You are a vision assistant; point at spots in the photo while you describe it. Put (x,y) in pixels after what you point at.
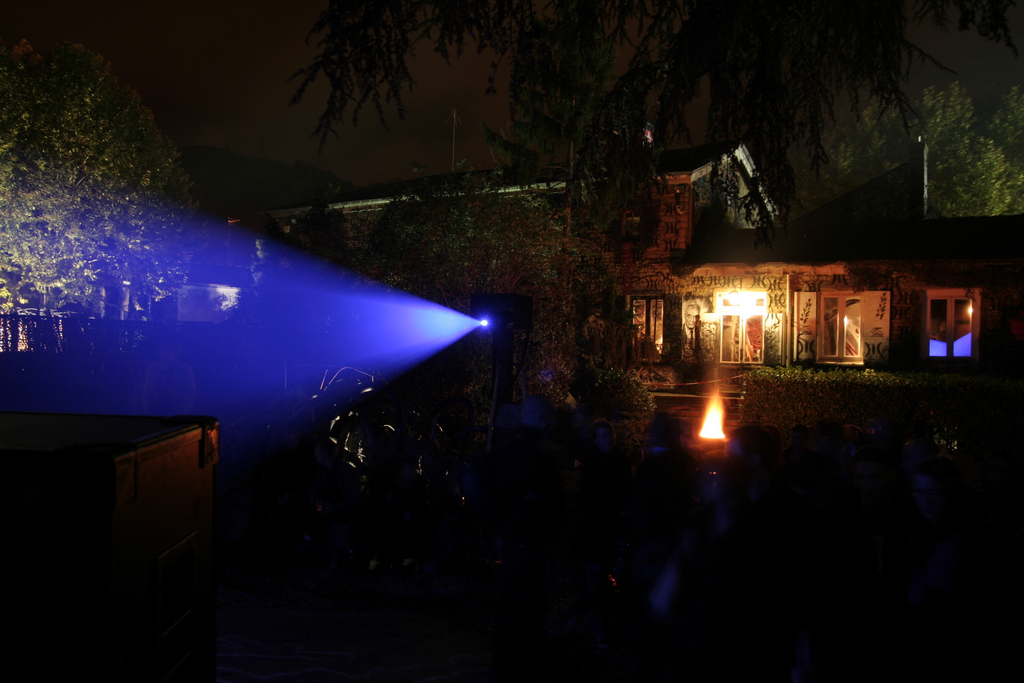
In this image I can see number of lights (326,279), number of trees (394,213), a building (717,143) and I can also see something is written on the building (708,295). On the top side of the image (264,100) I can see the sky (221,40) and I can also see this image is little bit blurry.
